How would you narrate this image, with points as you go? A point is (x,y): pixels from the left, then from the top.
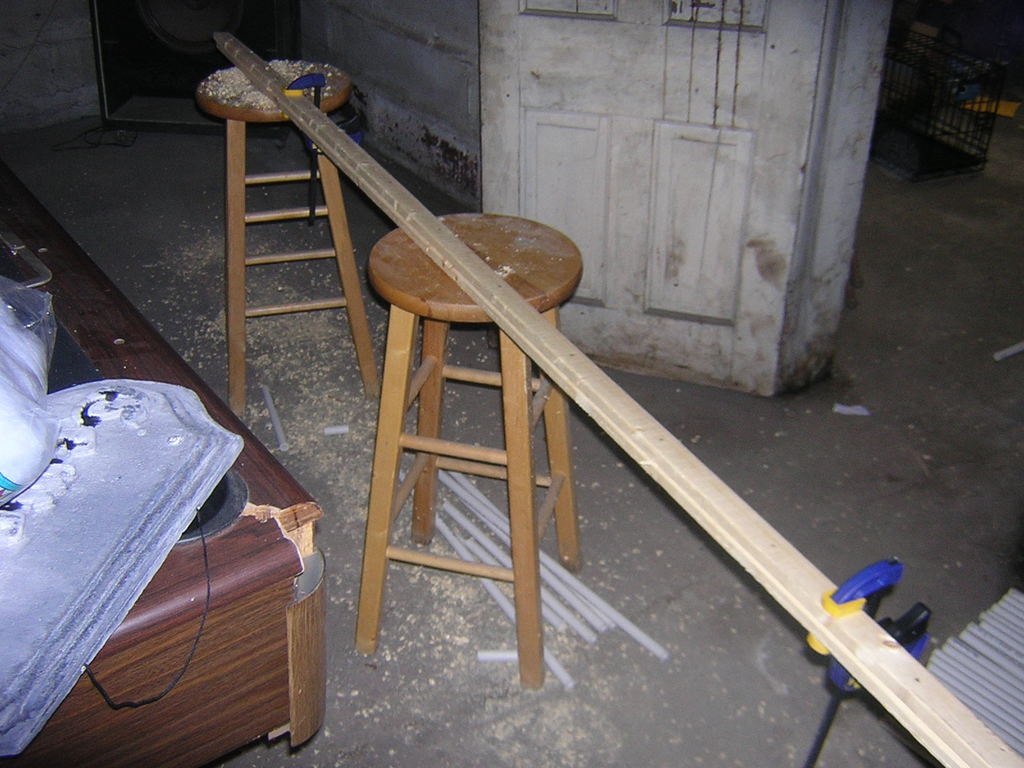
In the middle of the picture (435,443), we see two stools (398,316) on which a long wooden stick (519,315) is placed. Beside that, we see a white door (570,123) and a white wall (439,154). On the left side (170,631), we see a cabinet (159,767) on which a bag (30,444) is placed. At the bottom of the picture (583,629), we see small white color pipes (575,627).
